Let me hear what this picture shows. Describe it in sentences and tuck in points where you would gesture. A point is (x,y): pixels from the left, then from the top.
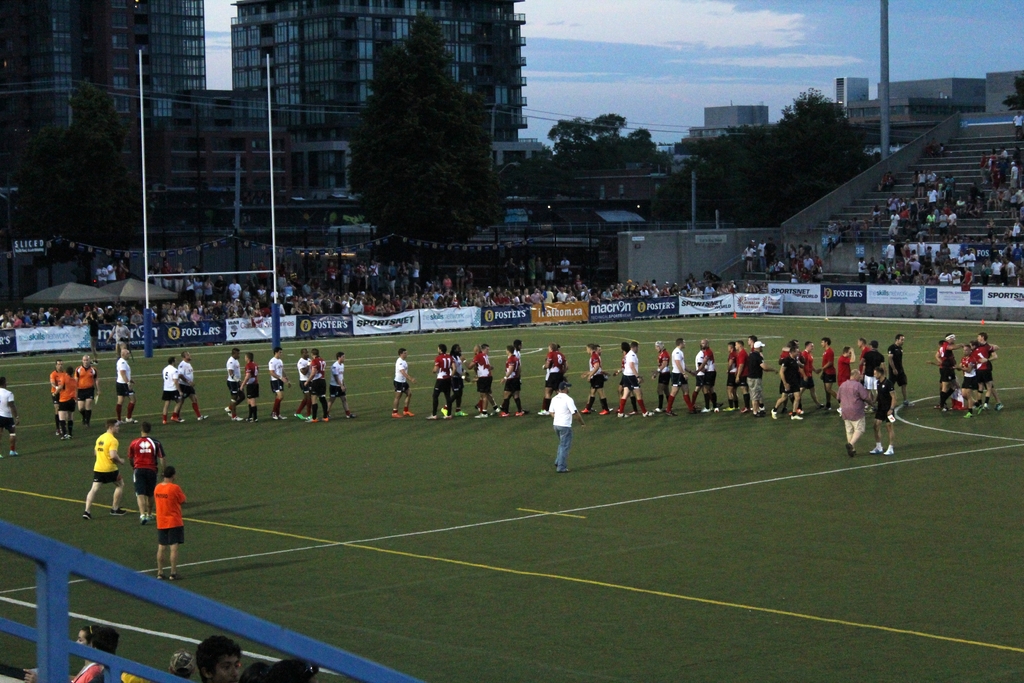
In this picture we can see few people (166,407) are standing in ground (469,510). And few people (943,267) are sitting here. And these are the hoarding (330,320) and this is the pole (270,146). Here we can see many trees (443,153). These are the buildings (473,68). And in the background (749,57) there is a sky (766,22) with the clouds (632,22).
